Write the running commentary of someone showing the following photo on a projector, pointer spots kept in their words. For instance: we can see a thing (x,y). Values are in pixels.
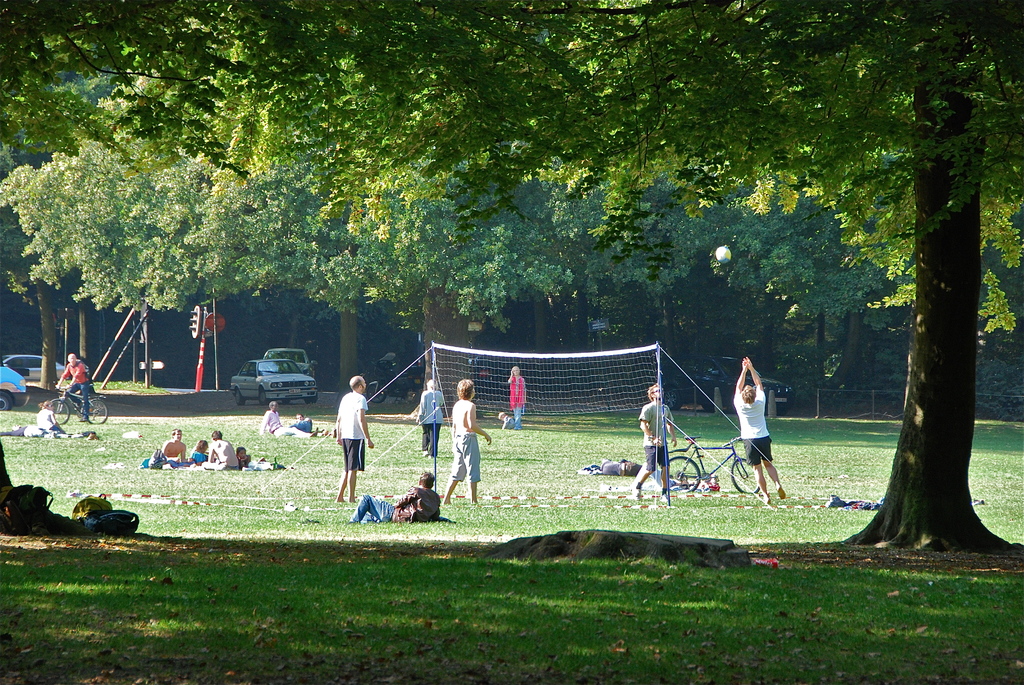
In this image we can see a group of people (469,469) on the ground (642,572). We can also see the net (459,375) tied with the ropes (724,411), a ball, some poles (200,341), some vehicles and a person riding the bicycle (91,415). On the left side (107,524) we can see some bags (107,525) placed on the ground (108,544). We can also see some grass (385,624), a fence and a group of trees (933,351).
